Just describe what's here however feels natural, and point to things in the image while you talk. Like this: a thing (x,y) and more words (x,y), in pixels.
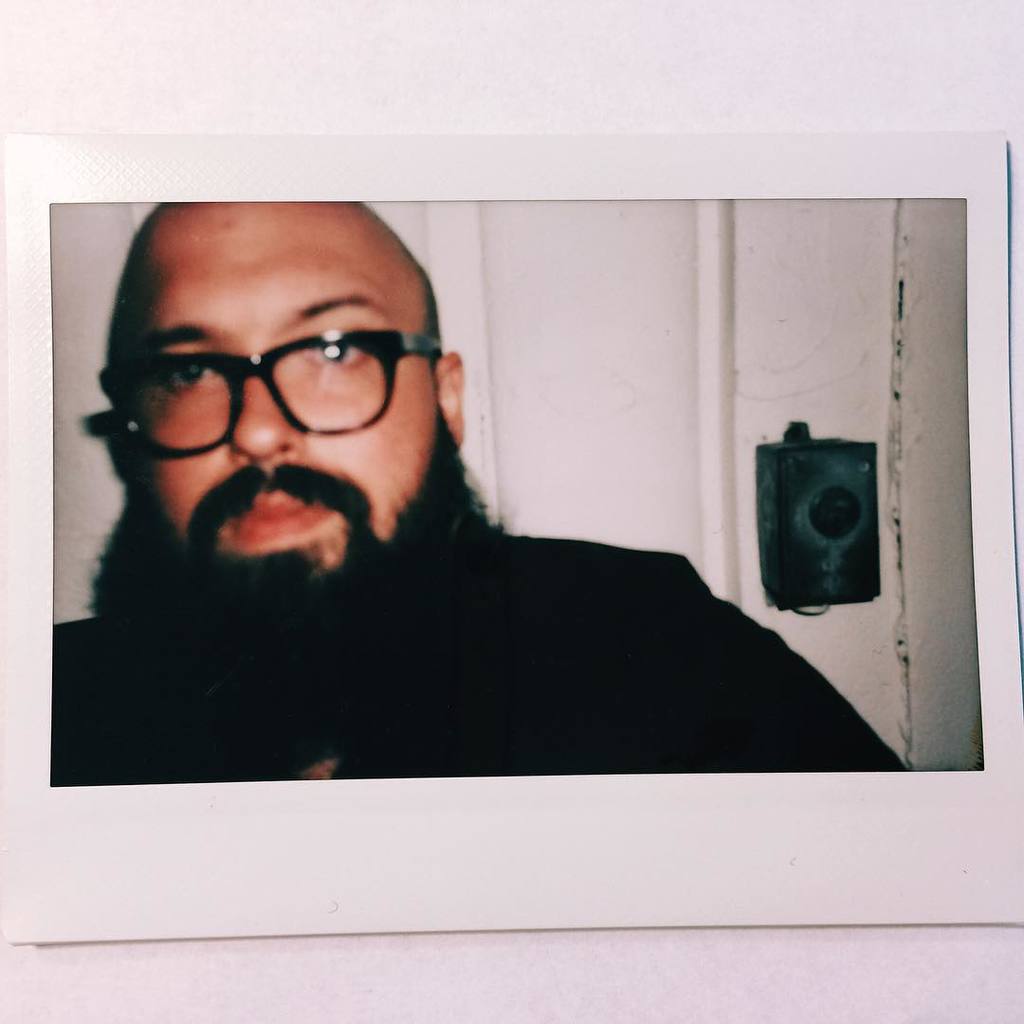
The picture consists of a photograph (528,259), in the photograph (243,308) there is a person (351,724) with beard (352,510), behind him there is door (682,391). on the right (865,518) there is a black object (819,510).
